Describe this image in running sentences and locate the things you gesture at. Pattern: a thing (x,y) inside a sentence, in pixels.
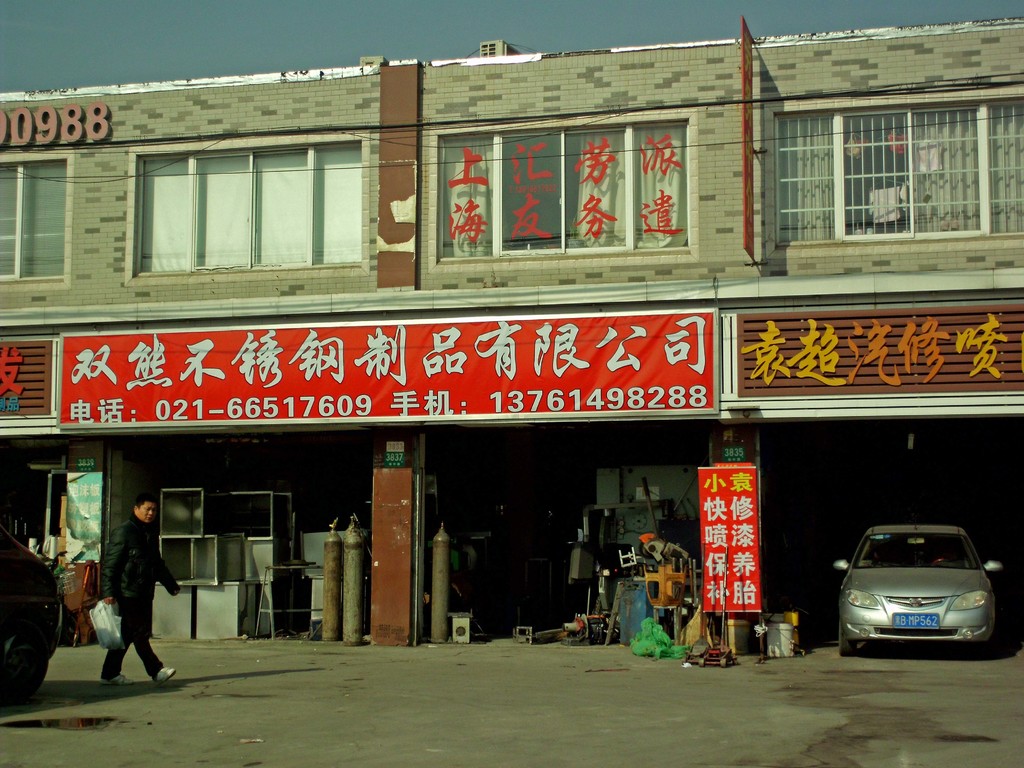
In this image there is a person (130,581) walking in front of a building (327,305) on the road (846,682), beside the person (131,626) there is some object (23,600), there is a car (887,544) parked in the building (882,522), beside the car (864,591) there is a shop (485,523) with some objects (602,584), on top of the shops (594,596) there is name board (564,389), on the building (289,273) there are name boards (16,122) and glass windows (296,235).
